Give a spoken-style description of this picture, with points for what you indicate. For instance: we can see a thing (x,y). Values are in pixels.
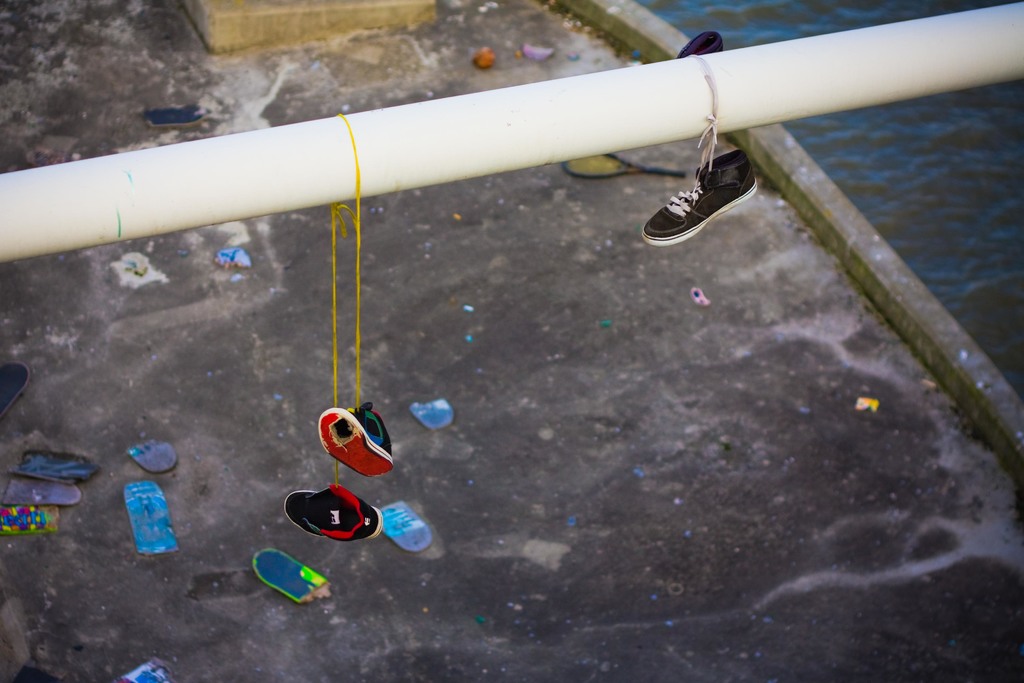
To this pipe (434,127) there are shoes (742,181). On the ground (199,137) we can see things (184,110). Right side (923,179) corner of the image there is water (904,152).
